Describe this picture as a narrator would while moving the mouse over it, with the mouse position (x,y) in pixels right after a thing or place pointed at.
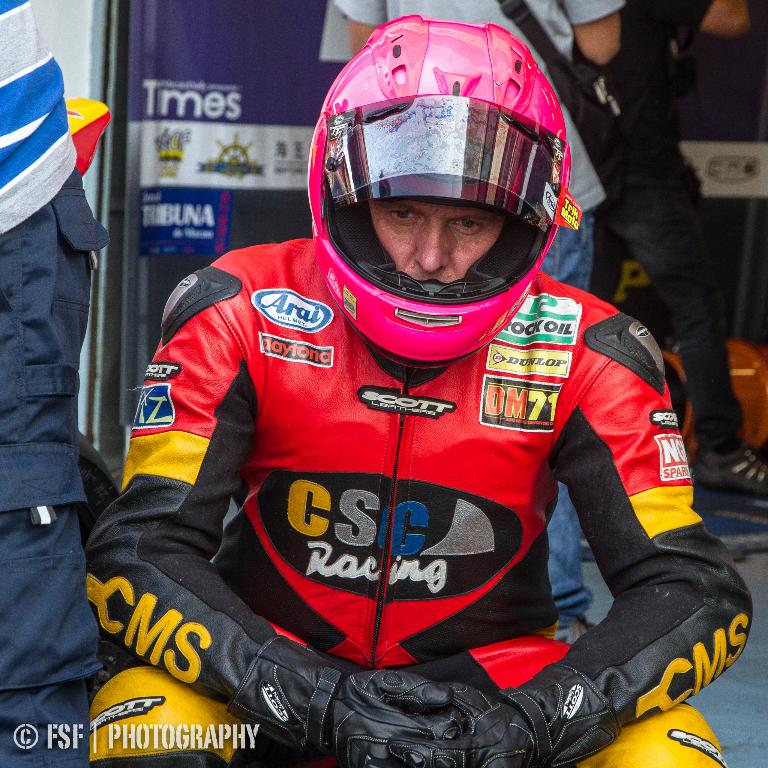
In this image we can see a person (501,378) is wearing red, yellow and black color jacket (313,475) with helmet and gloves (430,714). Background of the image (180,146), three persons (26,339) and banners (278,119) are there. At the left bottom of the image (50,746) watermark (133,737) is present.
